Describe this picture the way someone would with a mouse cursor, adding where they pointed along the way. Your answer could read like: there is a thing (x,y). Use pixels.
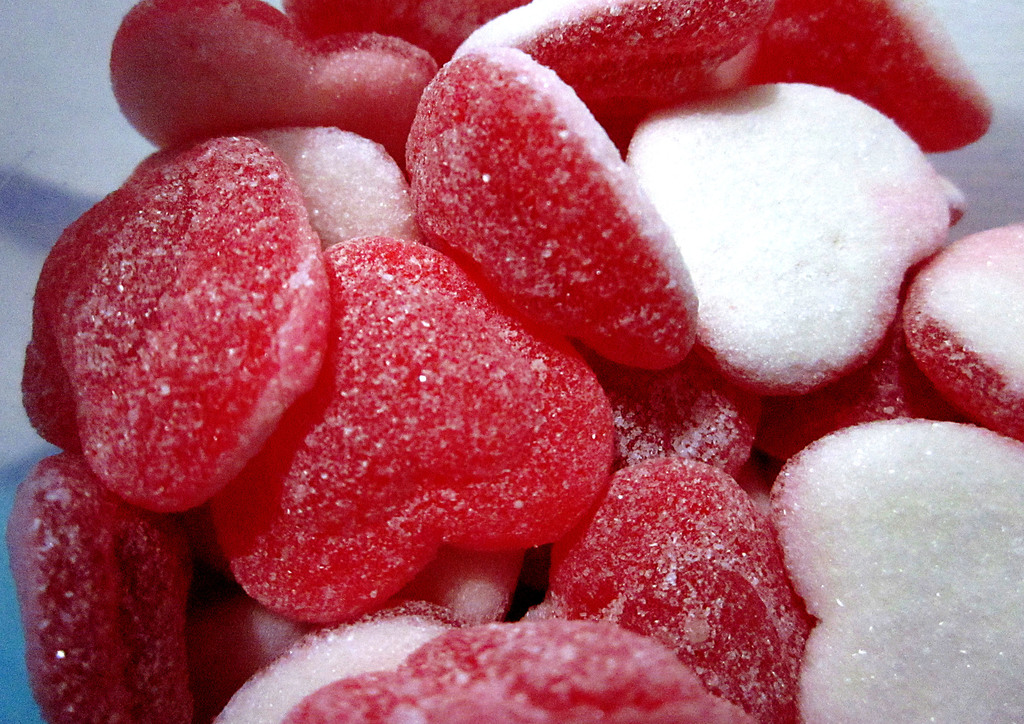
We can see red sugar candies (504,577).
